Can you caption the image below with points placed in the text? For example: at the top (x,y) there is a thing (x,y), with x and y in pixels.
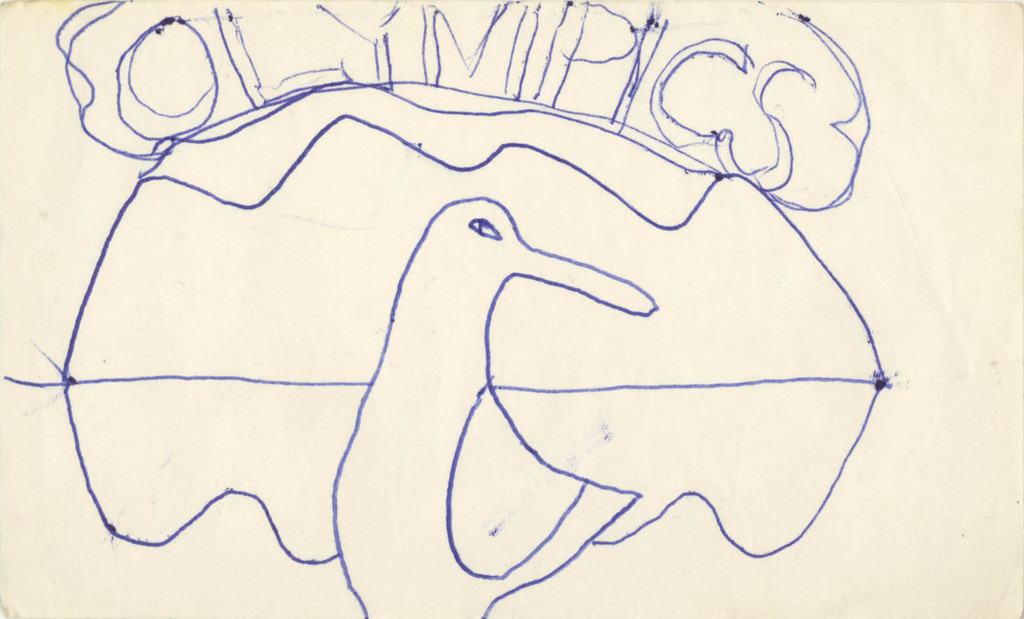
This is a paper (529,332). In this image we can see sketch (414,470) of a bird (410,452) and some text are there.
